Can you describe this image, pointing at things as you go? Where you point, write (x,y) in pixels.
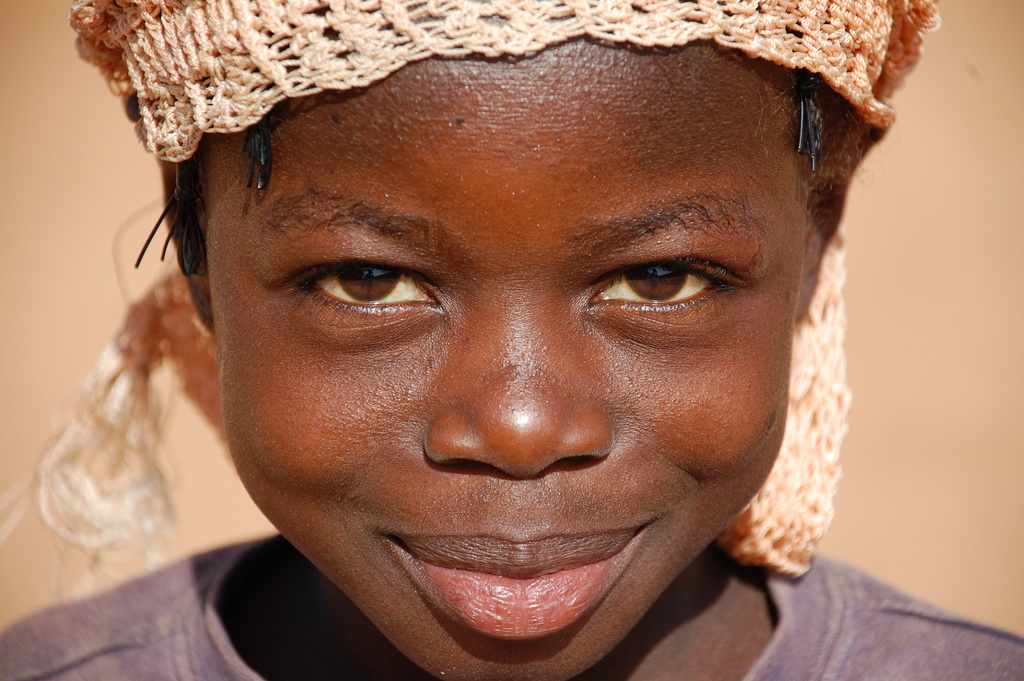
In this image I can see one person (220,377) in the front (576,125) and I can also see a cream colour cloth (391,57) on the person's head (291,130).
